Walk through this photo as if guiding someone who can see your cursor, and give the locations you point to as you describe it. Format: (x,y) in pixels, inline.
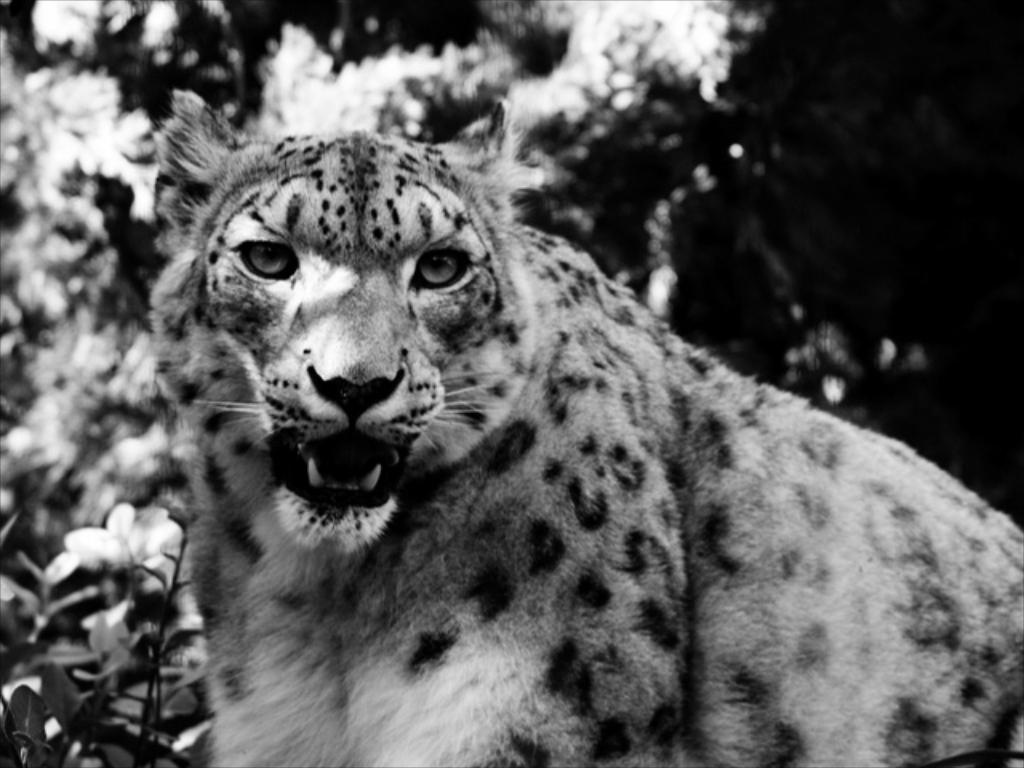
In this image we can see an animal (620,613), flowers (88,558), leaves (97,655).
